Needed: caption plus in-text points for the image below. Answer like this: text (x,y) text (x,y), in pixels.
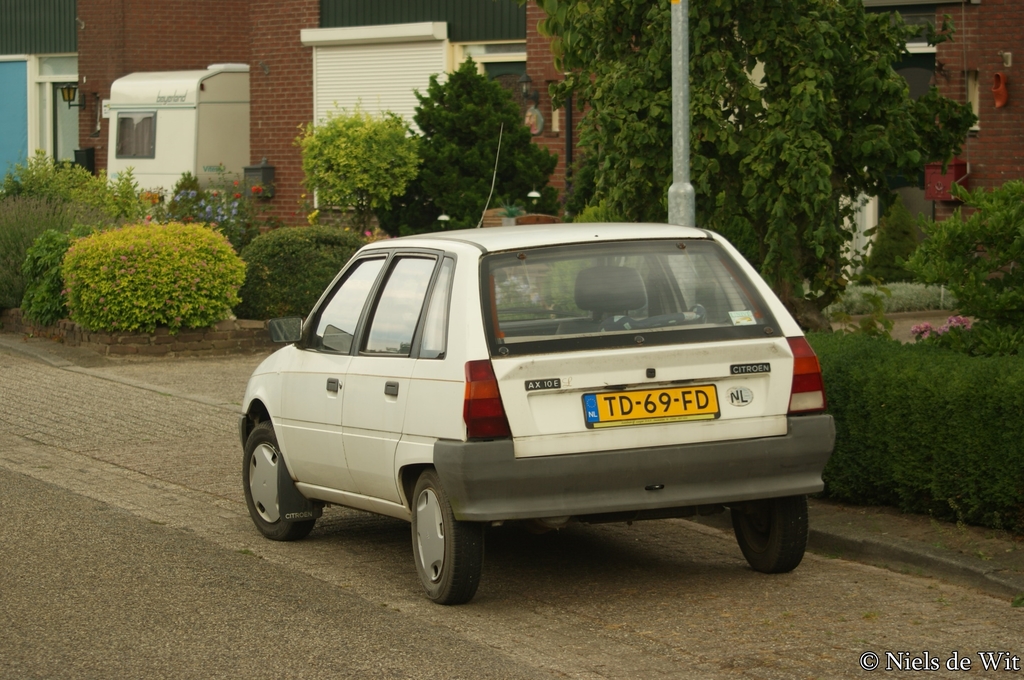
In this picture I can see a car (529,512) on the road (615,534), there is a house (509,19), there are lights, plants (986,438), trees (703,157) and there is a watermark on the image.
